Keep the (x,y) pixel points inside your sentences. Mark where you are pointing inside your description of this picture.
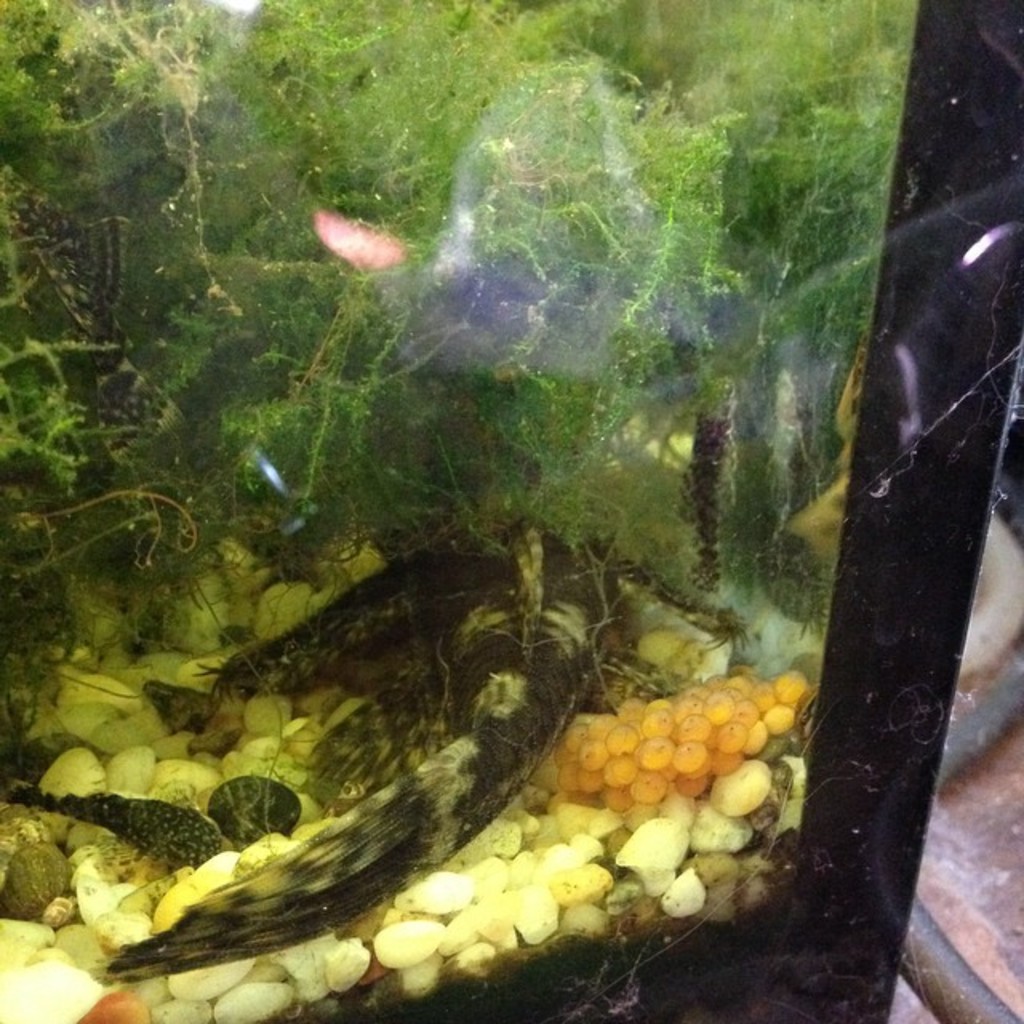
In this image I can see an aquarium (996,402). Inside the aquarium (425,408) I can see the fish (539,717), water (528,741), stones (515,835) and green plants (360,78).
